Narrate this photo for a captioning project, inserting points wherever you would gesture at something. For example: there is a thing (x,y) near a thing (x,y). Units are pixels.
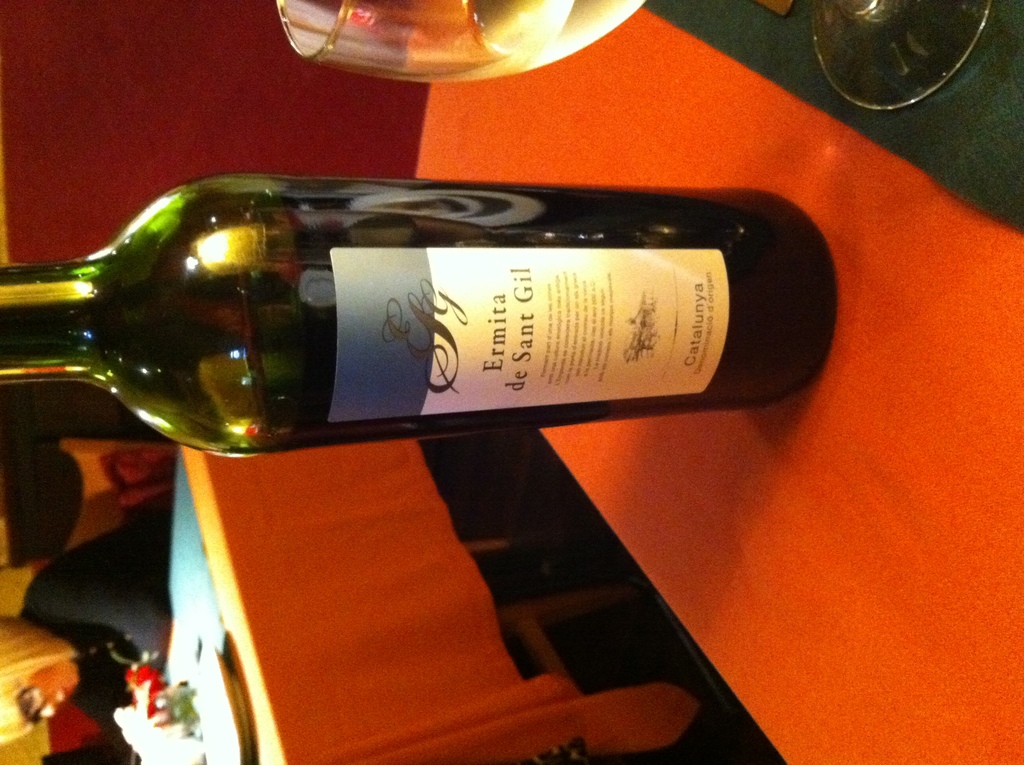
It's a wine bottle (44,361) in green color and there is a label (517,302) on it beside it. it's a wine glass (285,1).
